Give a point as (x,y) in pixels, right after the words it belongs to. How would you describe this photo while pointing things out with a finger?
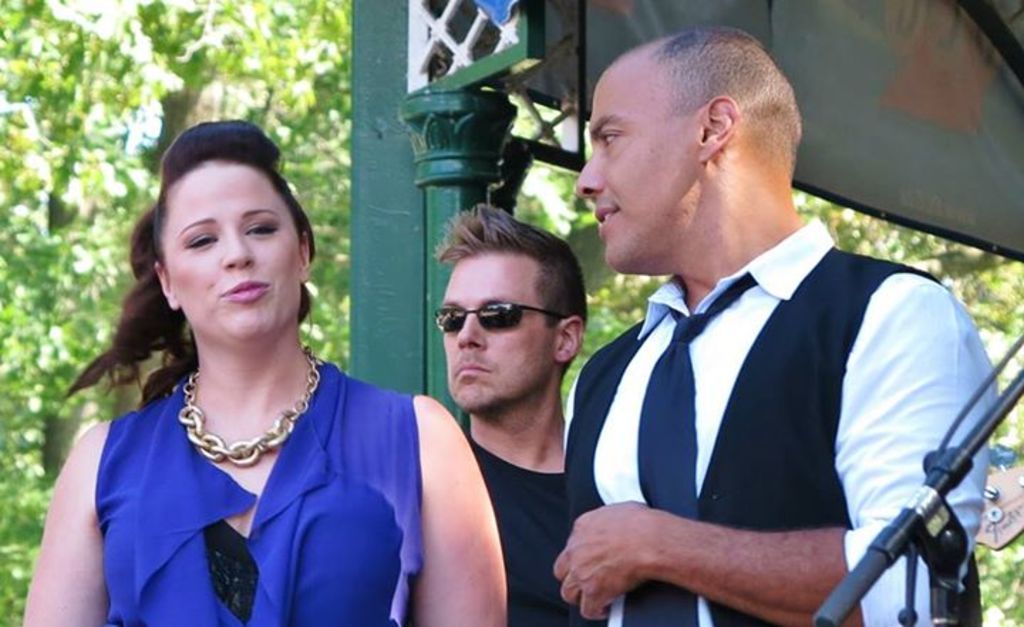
In this image in the foreground (552,425) there are three persons (620,366) who are standing and one woman (265,424) is talking, and in the background (509,85) there are some trees (18,223) pole (429,198) and some curtains (939,175). On the right (932,520) there is one mike (981,439).
